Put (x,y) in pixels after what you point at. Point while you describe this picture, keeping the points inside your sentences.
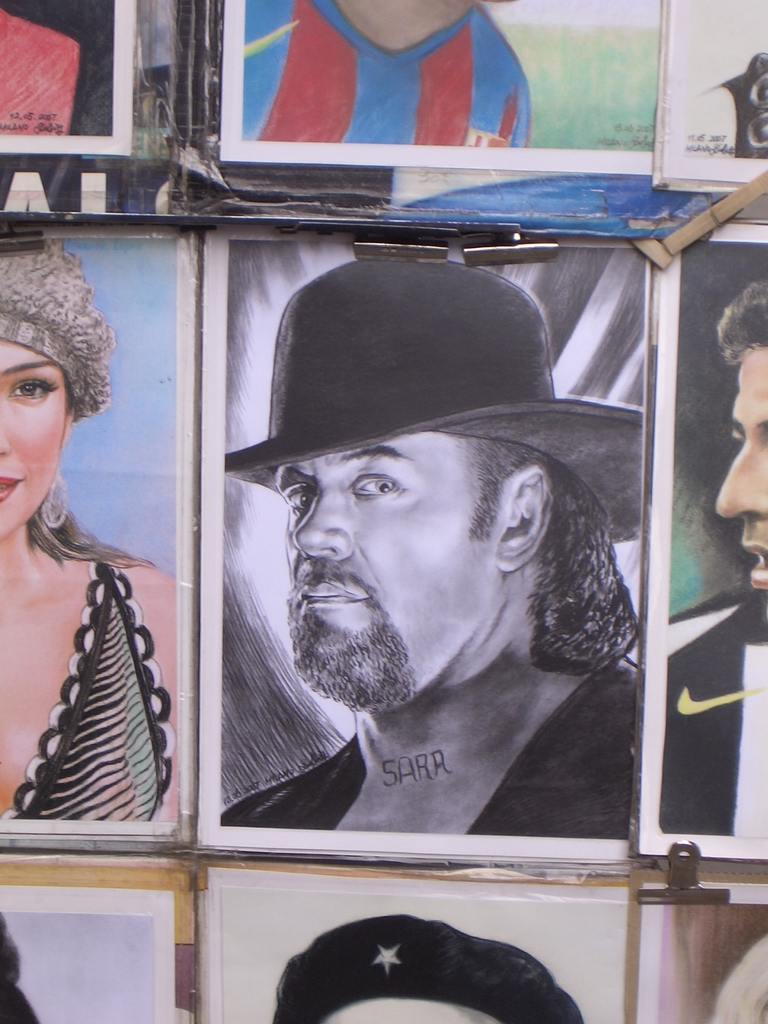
In this image we can see the person's photo frames (227,497).
